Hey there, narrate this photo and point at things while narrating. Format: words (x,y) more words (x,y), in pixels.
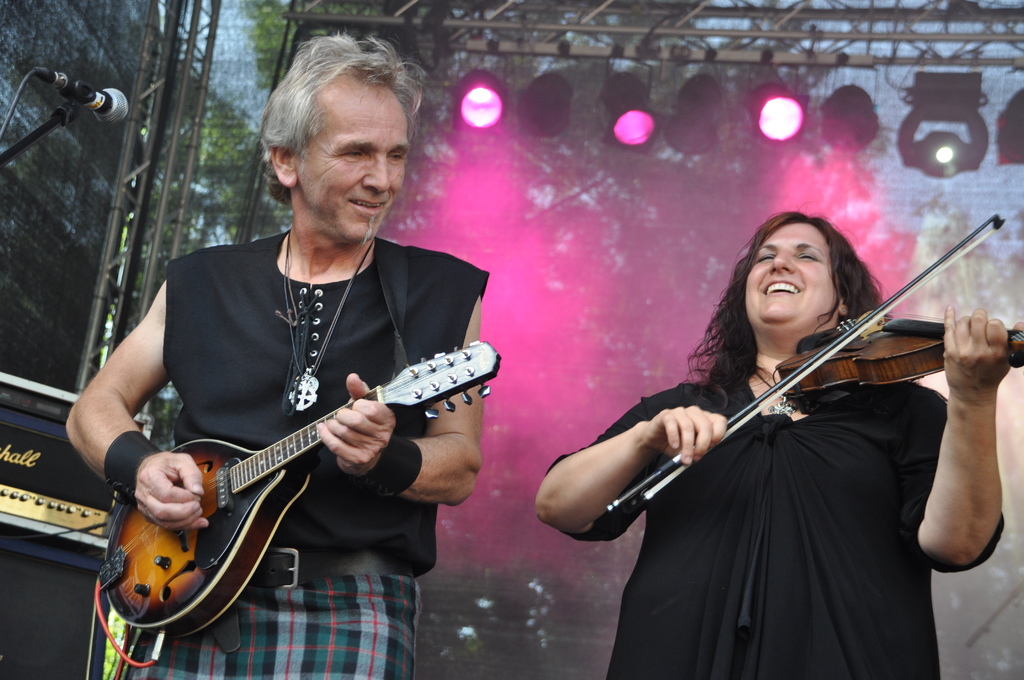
This image is clicked in a musical concert. There are lights (693,131) on the top (638,117) and trees (676,224) in the back side (618,170). There are two persons (477,331) standing. Both of them are wearing black dress (696,521). They are playing two musical instruments (162,543). There is a mic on the left side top corner, there is a net (603,342) behind them.
